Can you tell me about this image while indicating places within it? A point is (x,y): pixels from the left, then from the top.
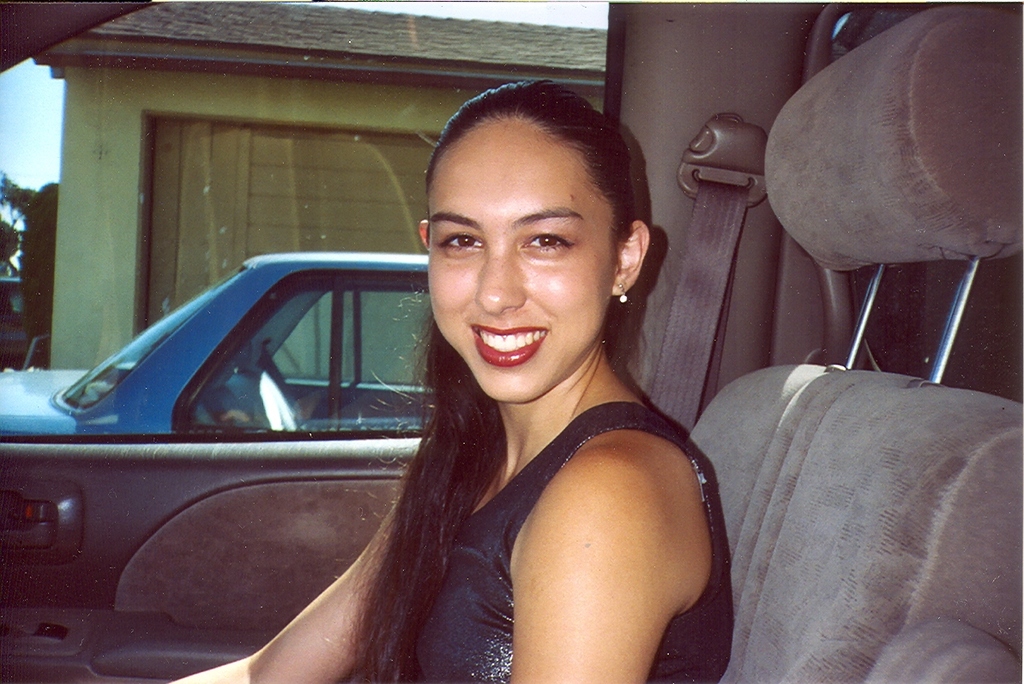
In this picture we can see a woman (536,130) sitting on the car (366,444) and smiling, and at back (251,341) a car (269,336) is parked, and here is the tree (46,242).
